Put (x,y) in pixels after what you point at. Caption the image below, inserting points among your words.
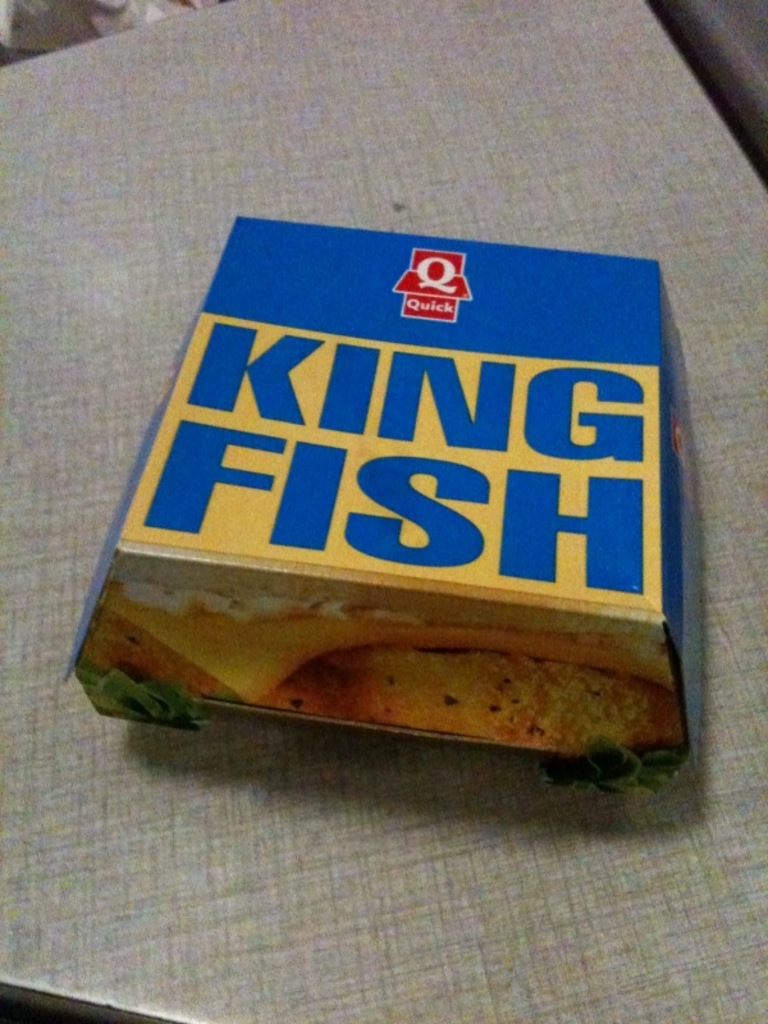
In this image, this looks like a cardboard box (185,601) with a name (391,562) and picture (392,624) on it. This cardboard box (494,388) is placed on the wooden board (104,535).
